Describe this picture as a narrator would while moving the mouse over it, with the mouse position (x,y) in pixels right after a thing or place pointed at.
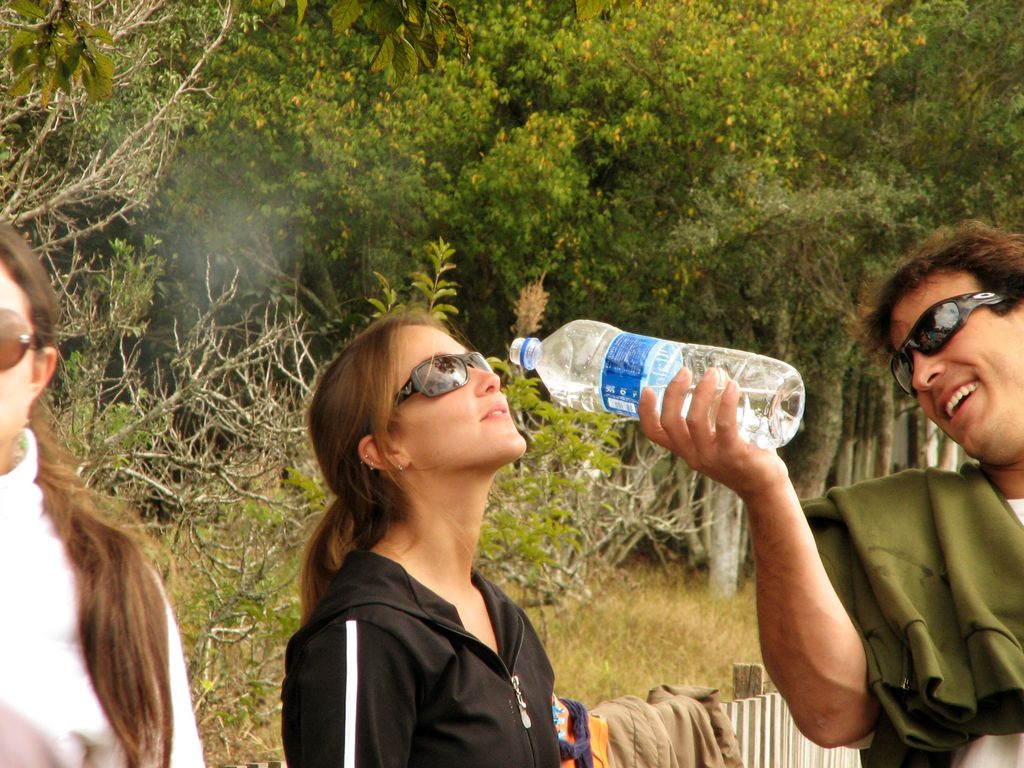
In this image I see 2 women (194,721) and a man (881,762), who is holding a water bottle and he is also smiling. In the background (814,293) I can see lot of trees (1018,9) and plants (702,601).
